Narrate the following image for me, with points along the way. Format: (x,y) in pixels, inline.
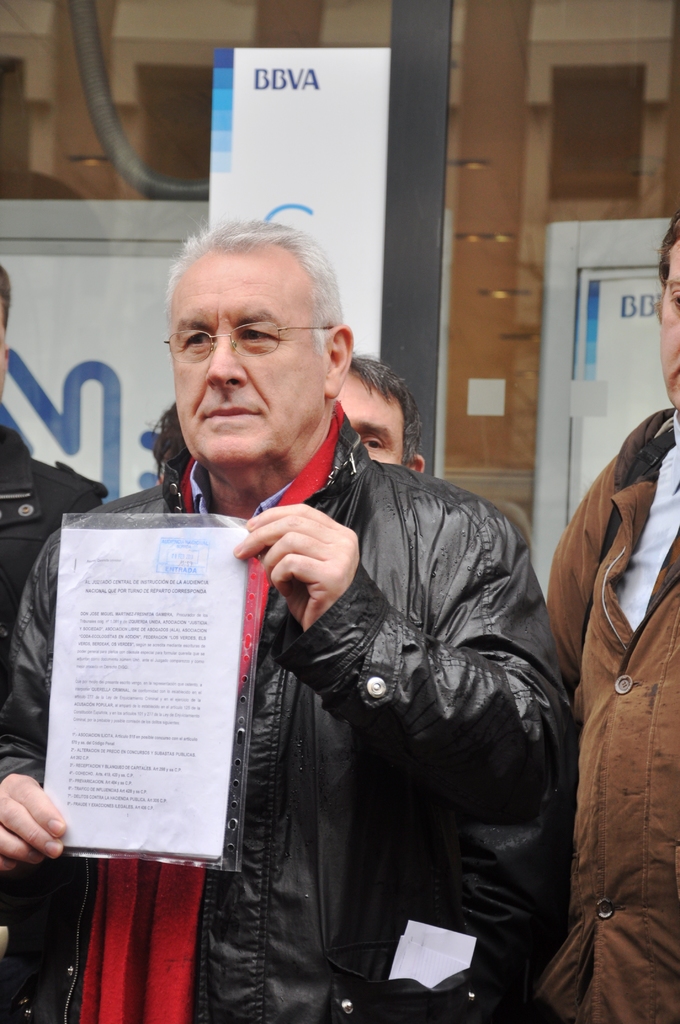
In this picture there is a man (339,365) who is wearing spectacle (204,340), jacket (306,846), shirt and holding a paper (201,719). Beside him we can see another man (668,881). In the background (29,312) we can see posters (621,341), doors (468,156) and pole (441,191).
